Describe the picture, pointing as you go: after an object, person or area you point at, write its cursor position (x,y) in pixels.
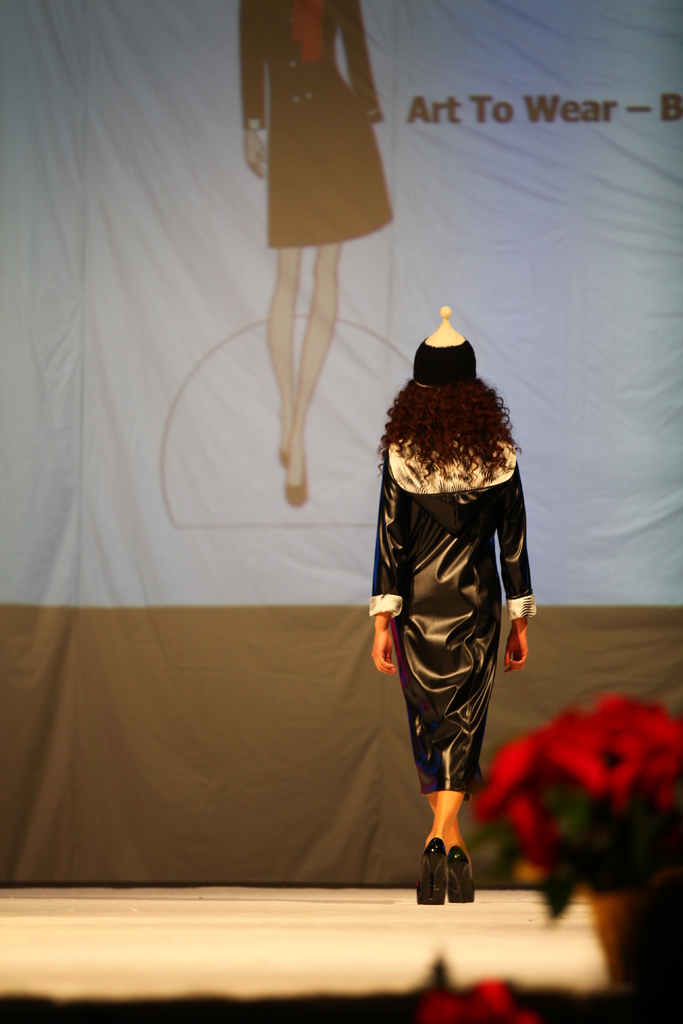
In this image I can see a person (449,754) wearing black and cream colored dress (446,526) is standing on the cream colored floor (327,918). I can see few flowers (570,750) which are red in color. In the background (213,305) I can see a huge banner (314,462).
